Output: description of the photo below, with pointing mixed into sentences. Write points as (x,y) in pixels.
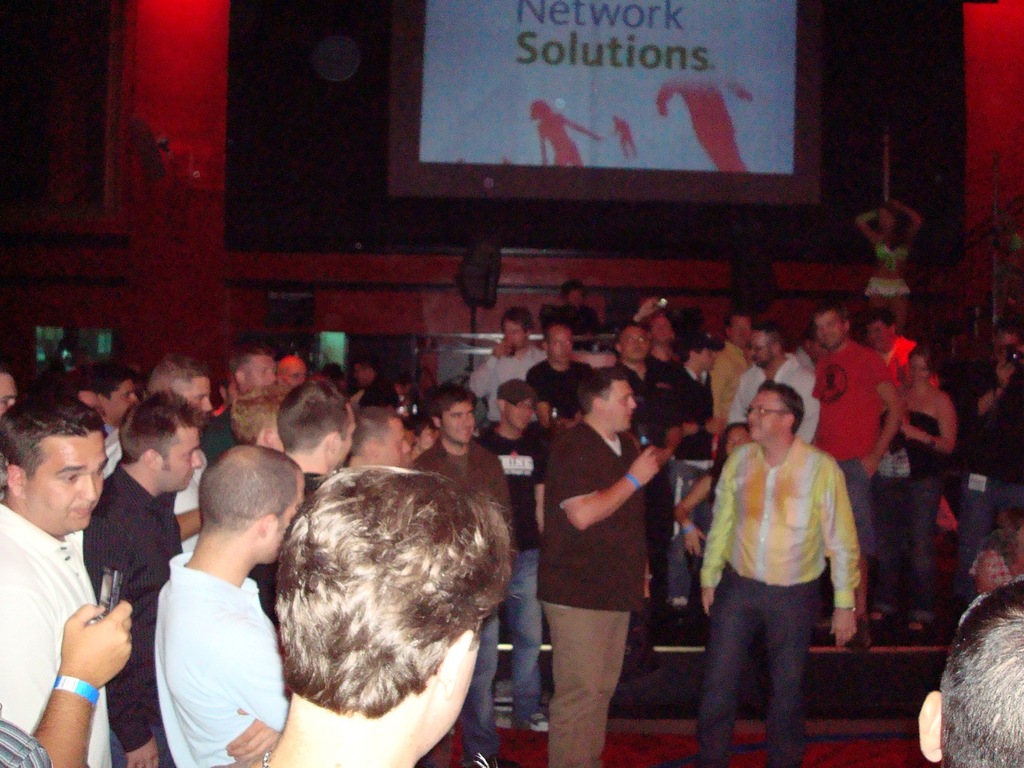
There is a crowd (314,470). In the back (608,160) there is a screen (661,72) with something written. In the front (602,484) a person (625,486) is holding a mic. And some are wearing wristbands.
